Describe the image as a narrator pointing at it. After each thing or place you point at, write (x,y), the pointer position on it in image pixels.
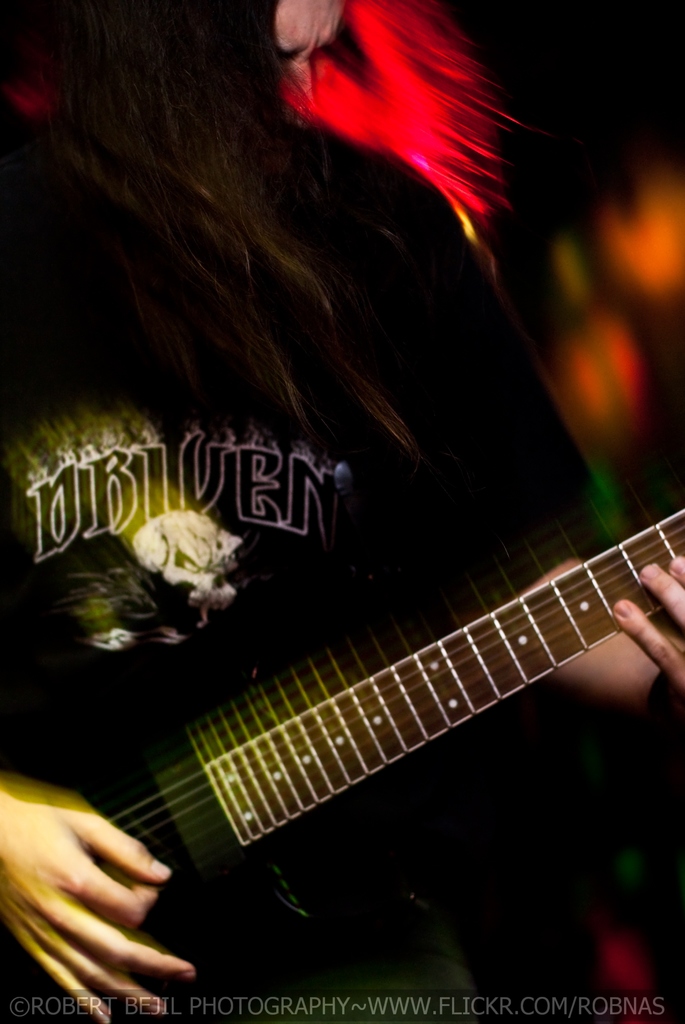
In front of the image there is a person (341,617) holding the guitar (41,749) and the background of the image (672,435) is blur. There is some text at the bottom of the image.
